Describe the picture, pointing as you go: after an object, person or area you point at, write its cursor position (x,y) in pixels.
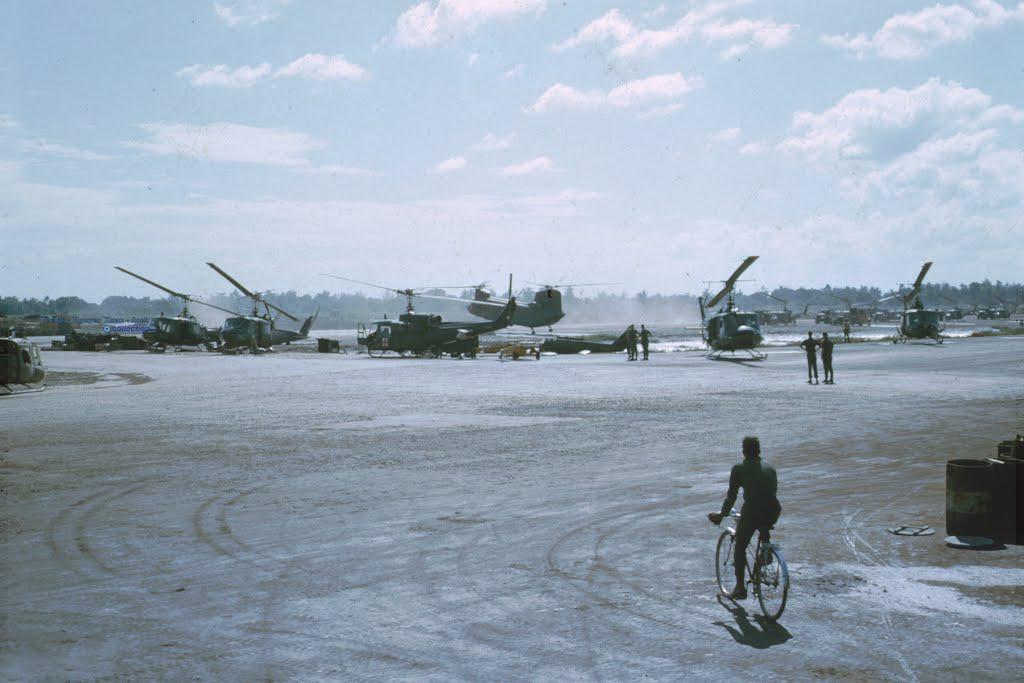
This picture is taken from the outside of the city. In this image, on the right side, we can see a man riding a bicycle (768,566). On the right side (984,533), we can also see few water drums (1012,510). On the right side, we can also see a few men (843,322) are standing. In the background (942,296), we can see few helicopters (206,329), trees (925,295), plants (942,296) and a smoke (607,318). At the top (683,110), we can see a sky (756,85) which is a bit cloudy, at the bottom (258,457), we can see a land (569,518) with some stones (618,513).
